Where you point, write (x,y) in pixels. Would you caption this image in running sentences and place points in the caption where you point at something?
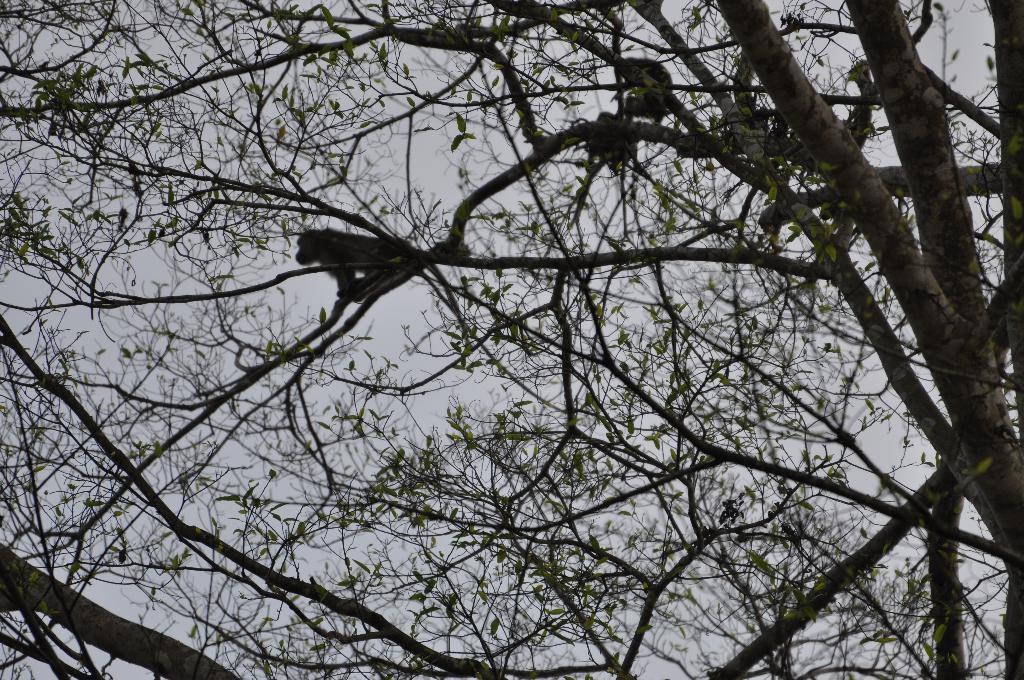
In this image I can see there are monkeys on the trees (508,268), at the top (427,160) it is the sky (434,165).
